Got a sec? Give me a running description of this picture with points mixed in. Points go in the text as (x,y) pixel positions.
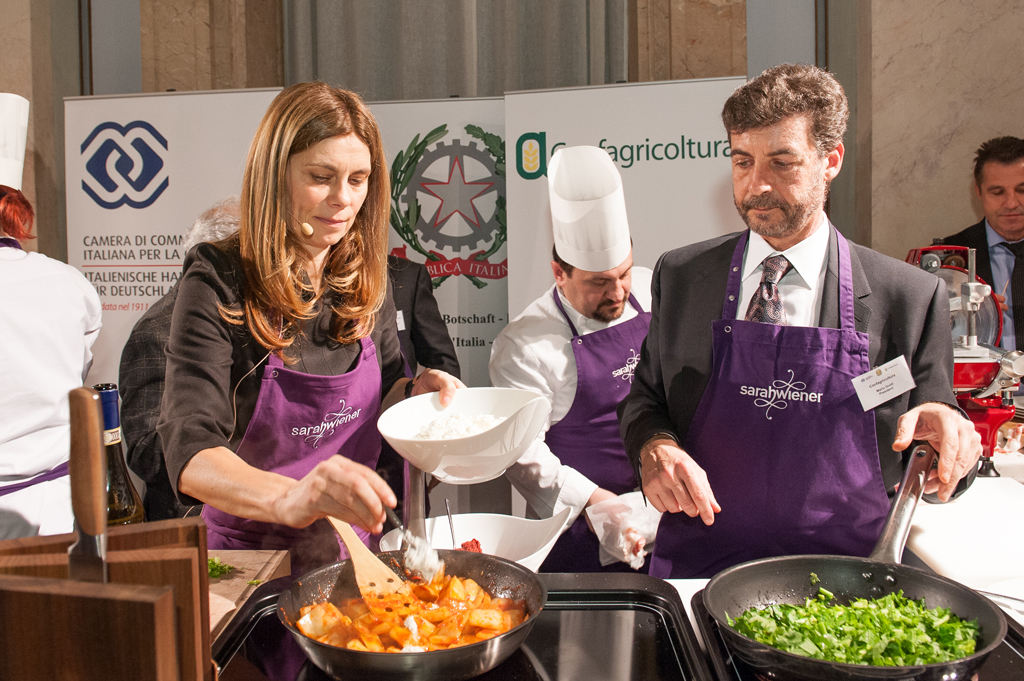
Here in this picture we can see a group of people (668,290) standing over a place and the man (683,285) and the woman (278,424) in the front (363,393) are cooking something as we can see bowls (494,413) and pans (907,669) in front of them, most of them are wearing aprons (275,364) on them and the woman (303,210) is holding a bowl (499,425) and putting something in the pan (519,584) present on the cooktop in front of her and we can see she is also having a microphone (312,228) with her and behind her we can see banners (466,348) present over there and on the left side (114,488) we can see a knife (96,480) and a bottle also present over there.
